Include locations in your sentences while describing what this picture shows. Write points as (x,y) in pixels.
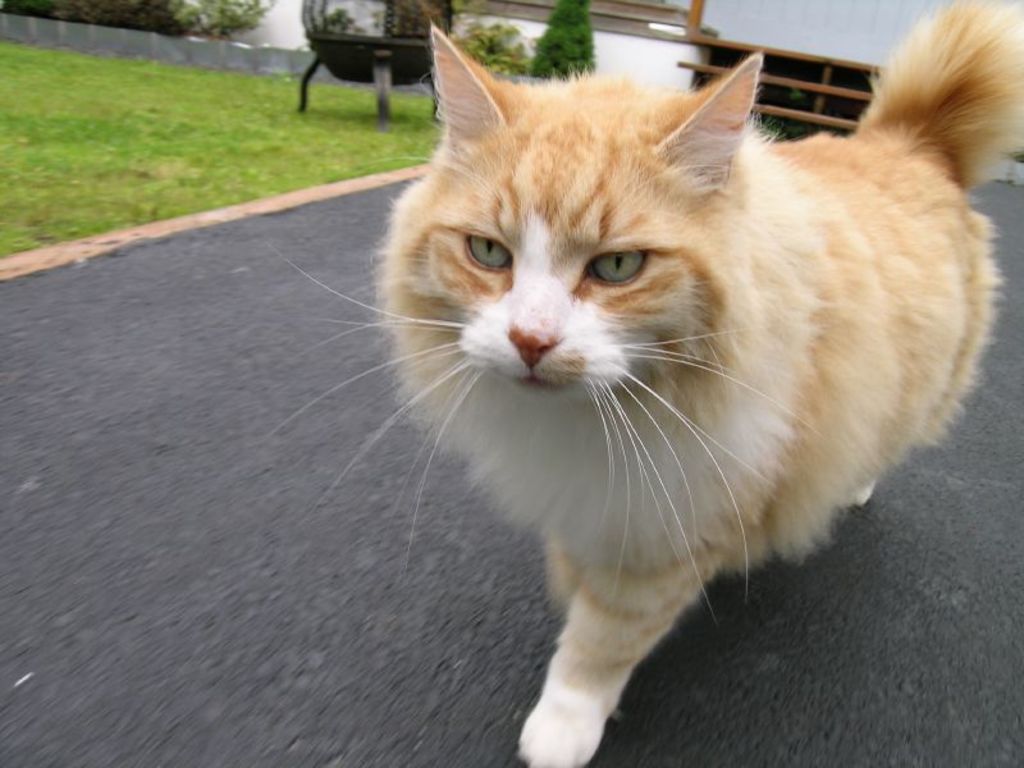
In this image there is a cat (588,428) walking on the road (353,615). Left side (334,115) there is an object (386,28) on the grassland (269,129). Behind there are plants (551,36). Right top there is a rack (798,82). Behind there is a wall (835,10).
